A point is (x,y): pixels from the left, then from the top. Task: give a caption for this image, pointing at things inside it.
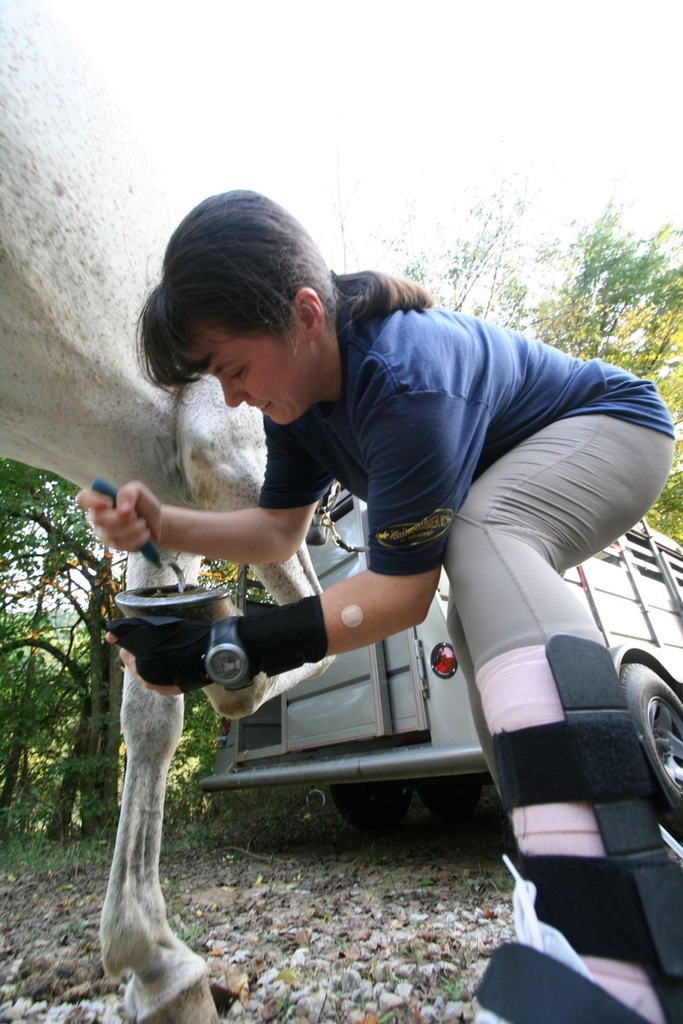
In this image we can see a person (519,592) holding some objects (145,603), there is an animal (116,891) and a vehicle (392,663) on the ground (250,900), there are few trees (109,563) and the sky (474,126) in the background (261,104).
